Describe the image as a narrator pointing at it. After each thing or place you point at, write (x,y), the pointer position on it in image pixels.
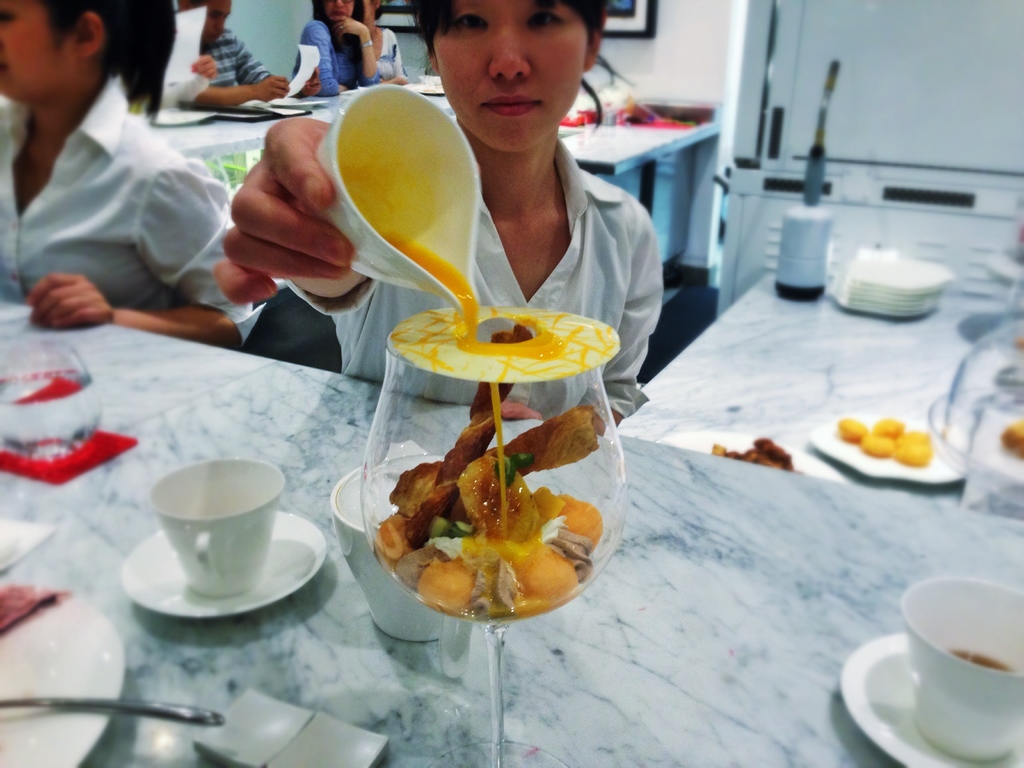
In this picture we see a place (924,56) whose interior is totally white and here on the platform (285,605) we can see cups (979,680), saucers (854,714), plates (872,467), cookies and in the centre (600,307) we see a woman (500,91) who is a waitress (468,128) pouring sauce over a dessert (517,451) and beside her there is another waitress (91,107) in a white dress (73,150). Behind these two waitresses (53,273) we have few customers (326,43) looking at the menu (300,50).
